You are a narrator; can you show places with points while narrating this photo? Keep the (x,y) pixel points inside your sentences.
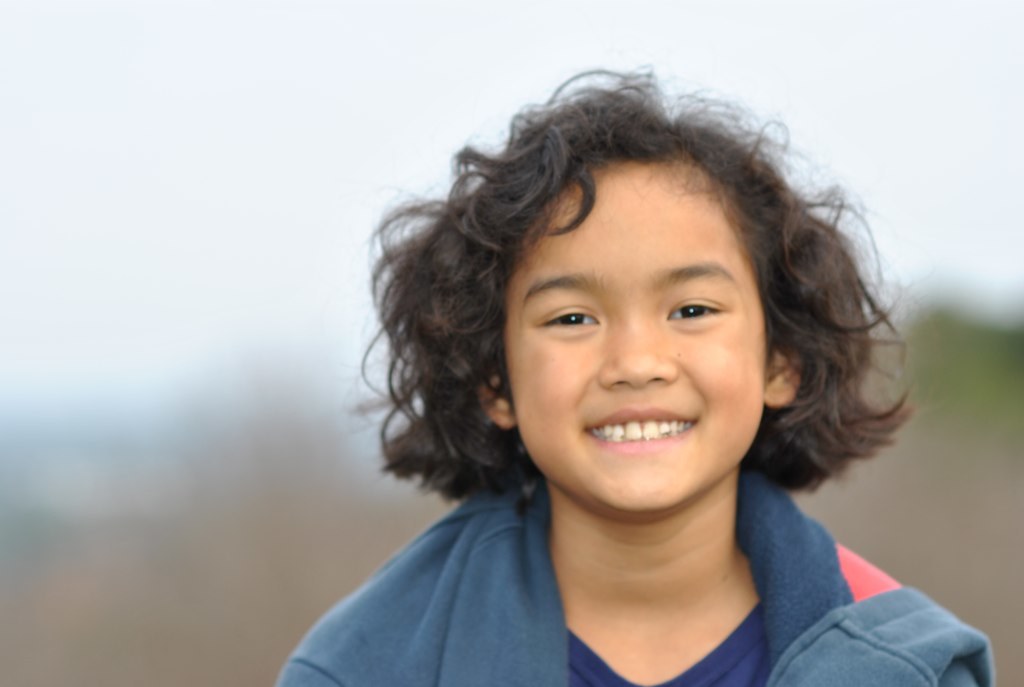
This image is taken outdoors. In this image the background (171,623) is a little blurred. At the top of the image (190,128) there is the sky (544,57). In the middle of the image (614,353) there is a boy (709,595) and he is with a smiling face (660,406).
